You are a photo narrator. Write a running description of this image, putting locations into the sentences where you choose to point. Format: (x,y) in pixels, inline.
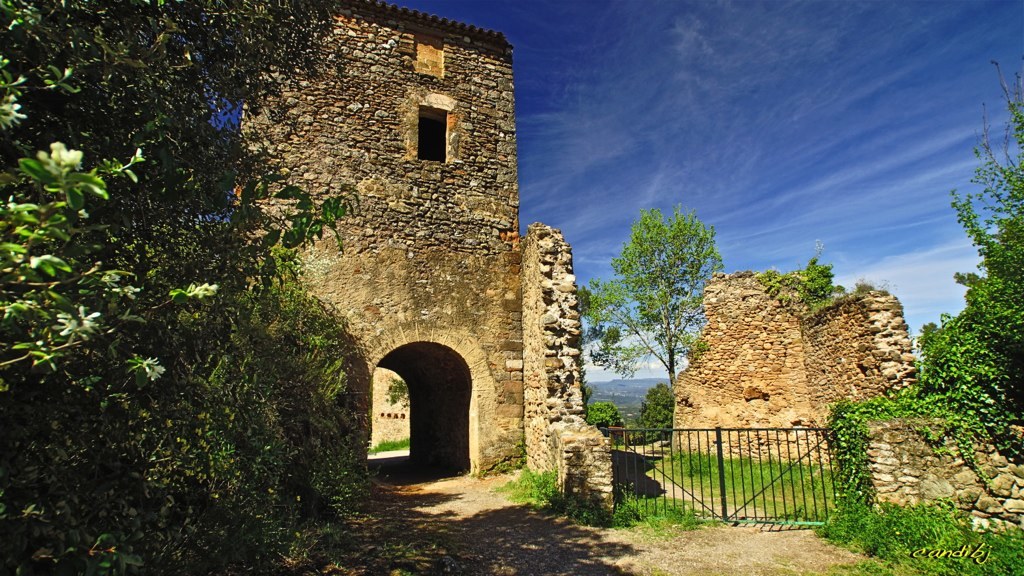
In this image I can see trees (231,490) on the left (53,456). There is an arch (413,340) of a stone building (555,416). There is a gate (801,460) beside it. There are trees (1011,387) and stone walls (865,374). There is sky (723,153) at the top (786,145).
